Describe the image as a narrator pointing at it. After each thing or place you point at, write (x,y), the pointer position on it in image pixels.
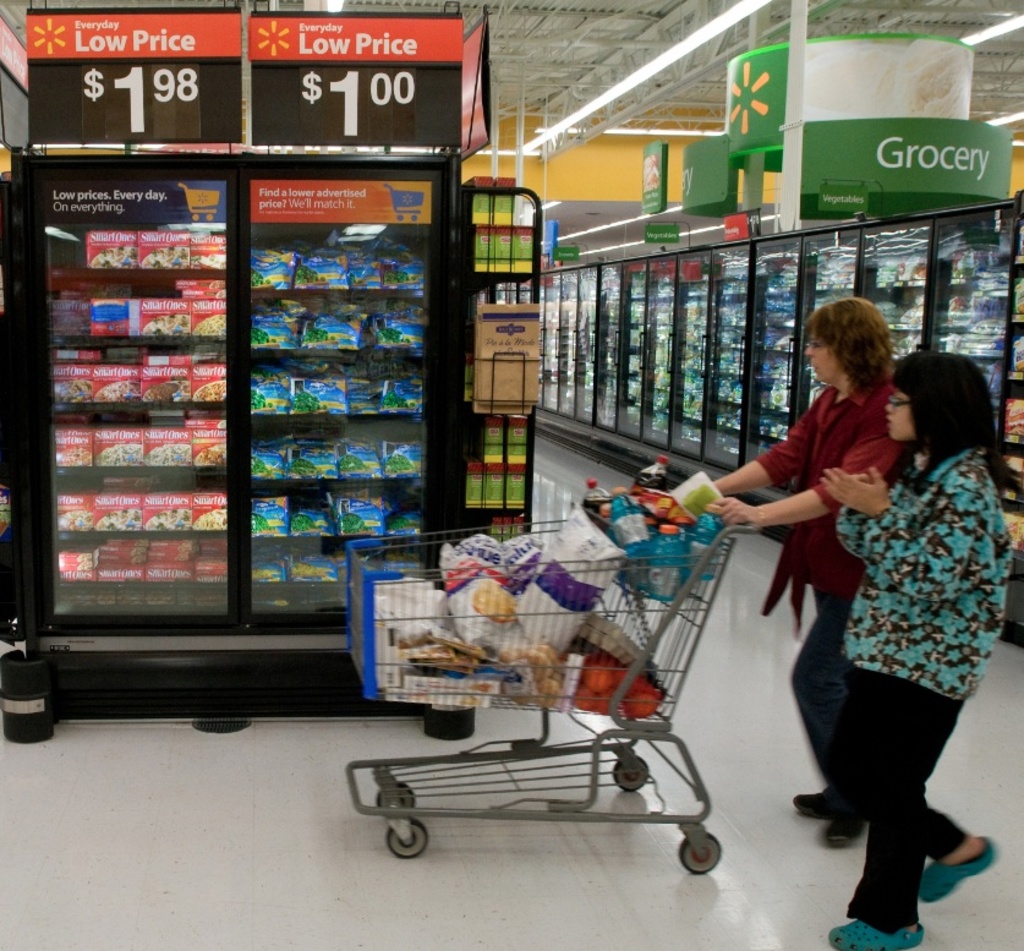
In the picture we can see a supermarket (954,8) with groceries (279,514) filled with the racks (957,323) and some are kept in the glass cupboard (61,291) and near it, we can see two women (960,561) walking on the floor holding a cart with some items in it.
